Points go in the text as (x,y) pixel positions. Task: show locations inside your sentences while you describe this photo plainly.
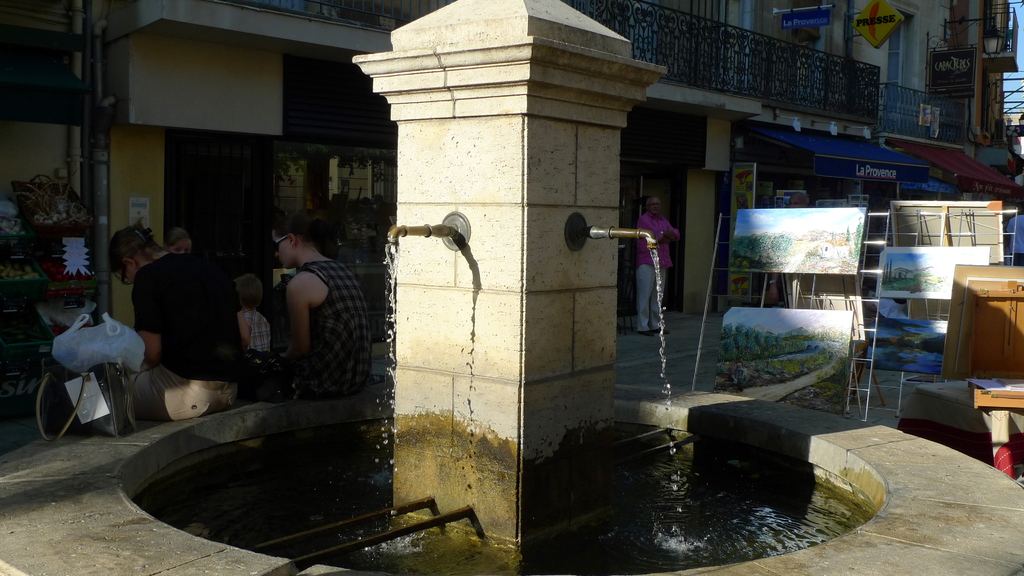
As we can see in the image there are buildings (369,30), fence (820,89), pipe (461,232), water (433,572), group of people (183,250) and ladder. The image is little dark.
